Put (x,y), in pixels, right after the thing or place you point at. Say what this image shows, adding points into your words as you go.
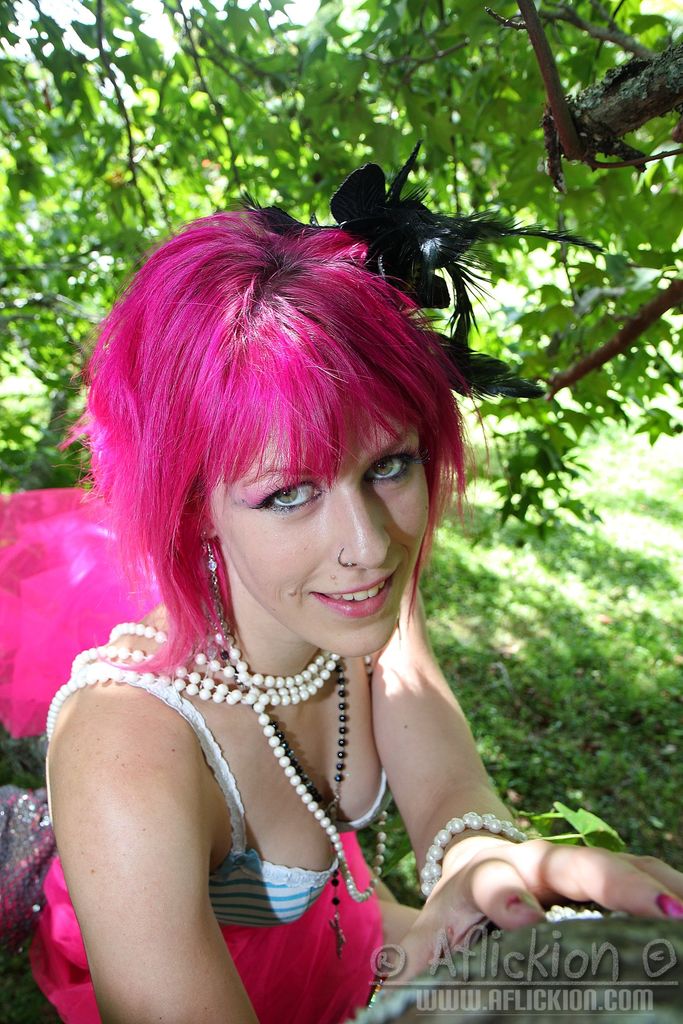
In this image I can see a woman (376,738) is looking at this side, she has pink color hair (254,356). At the top (582,101) there are trees (14,257), at the bottom (520,967) there is the water mark (564,959).
